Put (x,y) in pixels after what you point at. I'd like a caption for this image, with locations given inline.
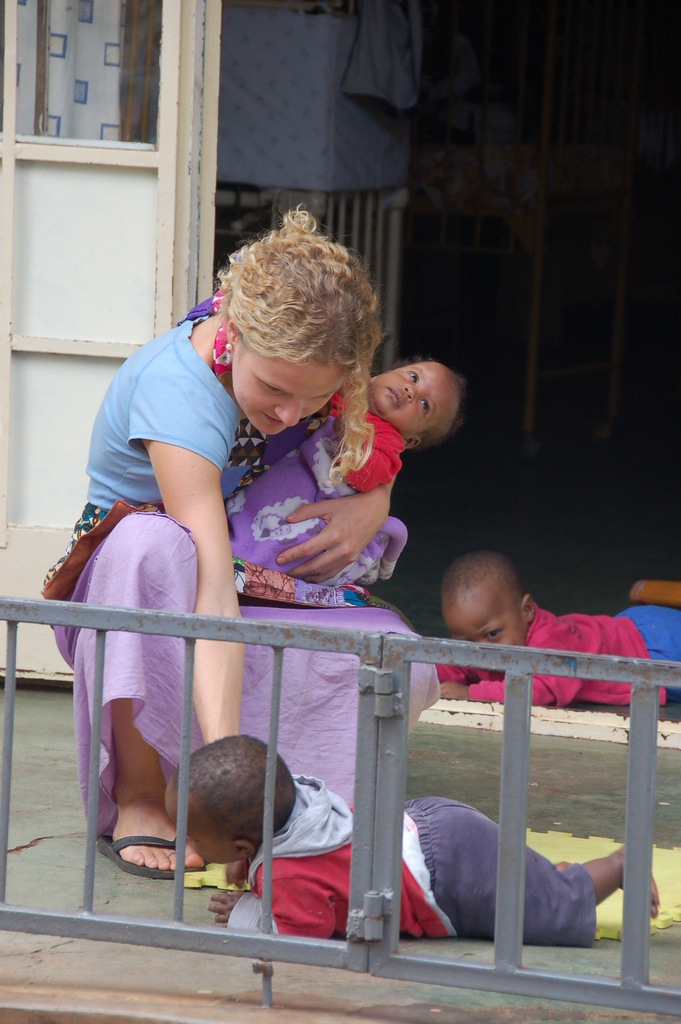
In this image I see a woman (130,757) who is holding a baby (377,571) and I see 2 children (620,874) on the floor (658,836) and I see the fencing (636,896) over here. In the background (625,319) I see the wooden thing (567,211) over here.
